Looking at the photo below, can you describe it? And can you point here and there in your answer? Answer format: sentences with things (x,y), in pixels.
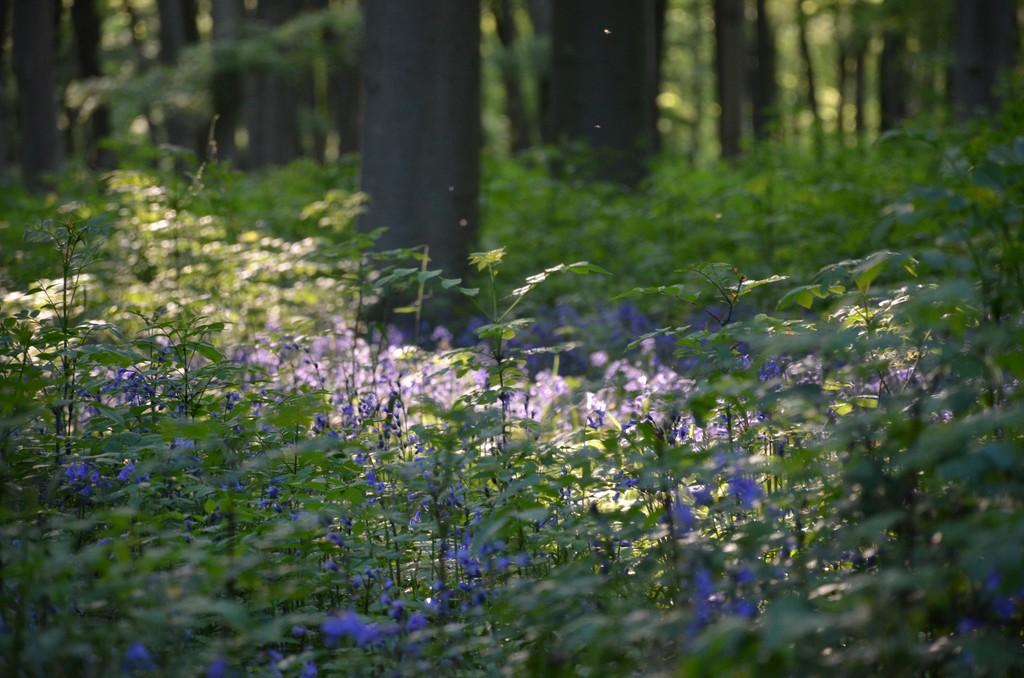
In this image we can see some plants (452,430) with flowers (460,487). On the backside (453,92) we can see the bark (435,82) of the trees (425,159).
